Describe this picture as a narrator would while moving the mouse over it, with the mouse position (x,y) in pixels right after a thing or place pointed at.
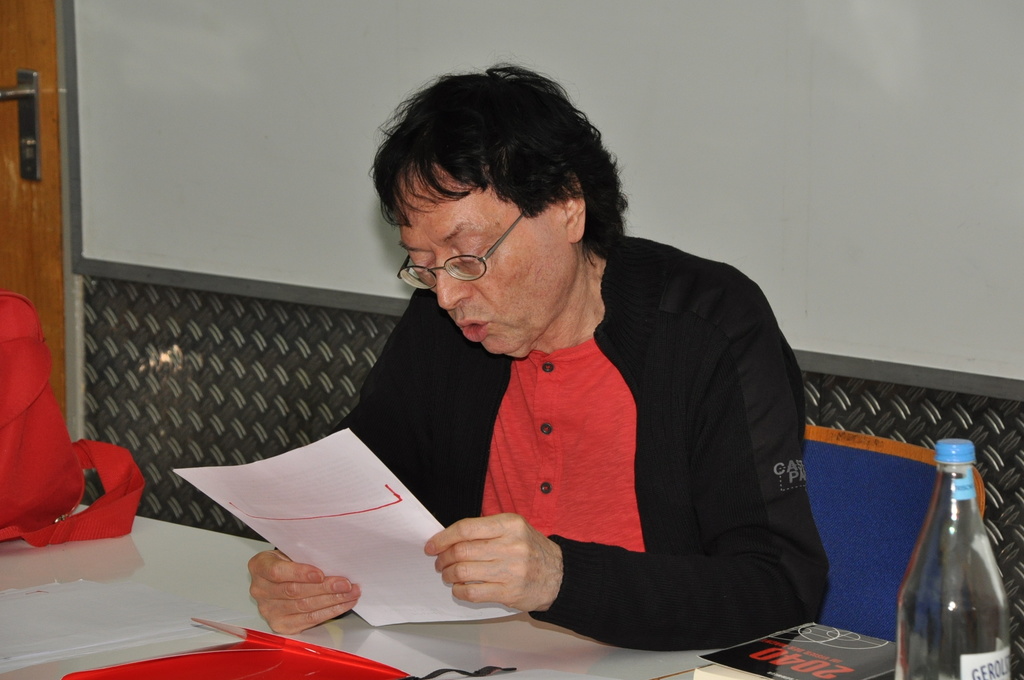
In this image i can see a person (632,486) sitting on a chair (877,502), is wearing a black jacket (750,396) and a red shirt (510,466) holding a paper (400,523), there are few papers (194,633), bottle (945,619), book (799,657), a red bag (13,437) on a table (40,565) at the back ground (129,179) i can see a whiteboard (291,156) and a door (32,219).
